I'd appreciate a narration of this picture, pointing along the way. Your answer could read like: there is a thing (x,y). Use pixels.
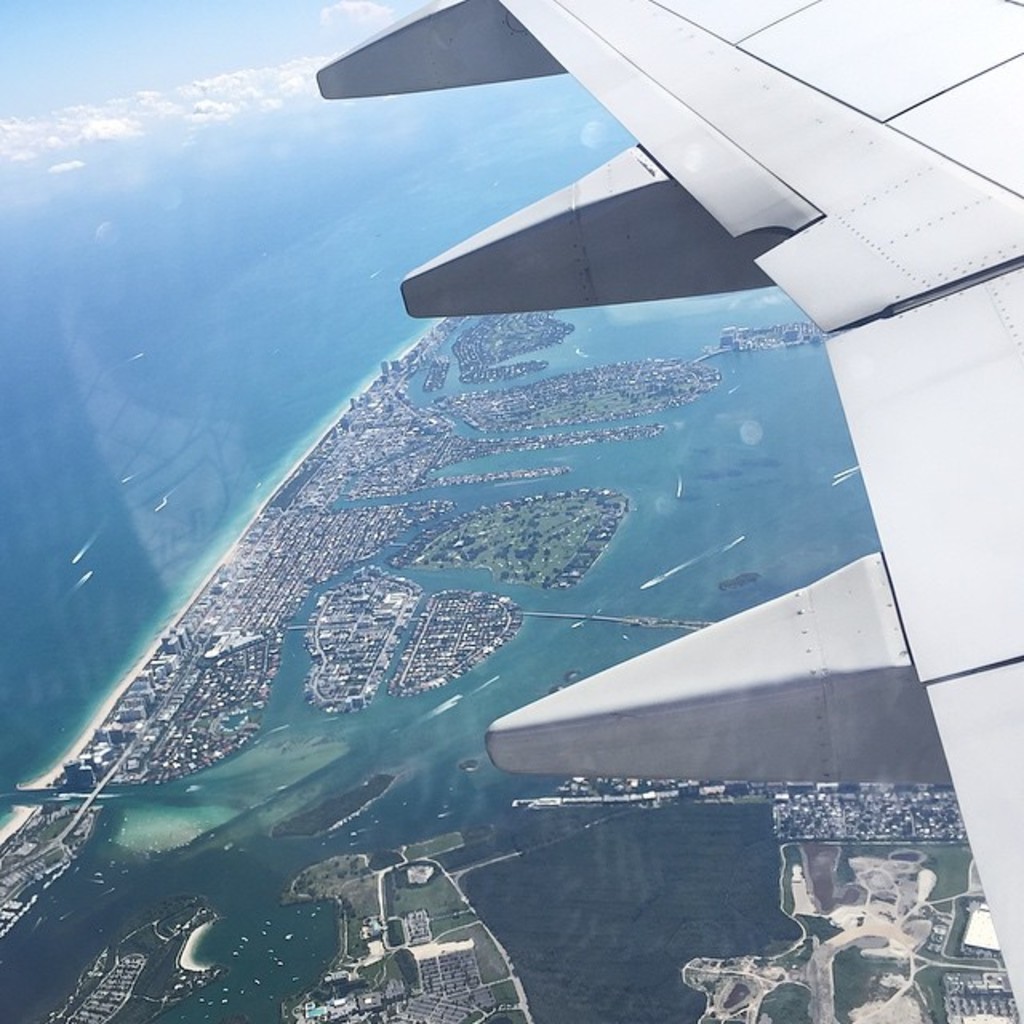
In this image I can see the wing (904,489) of the aircraft (893,129) which is white in color and in the background (162,306) I can see the water (200,414), the sky (98,53), few building (279,556) on the ground (301,468), few trees (525,515) and few boats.
